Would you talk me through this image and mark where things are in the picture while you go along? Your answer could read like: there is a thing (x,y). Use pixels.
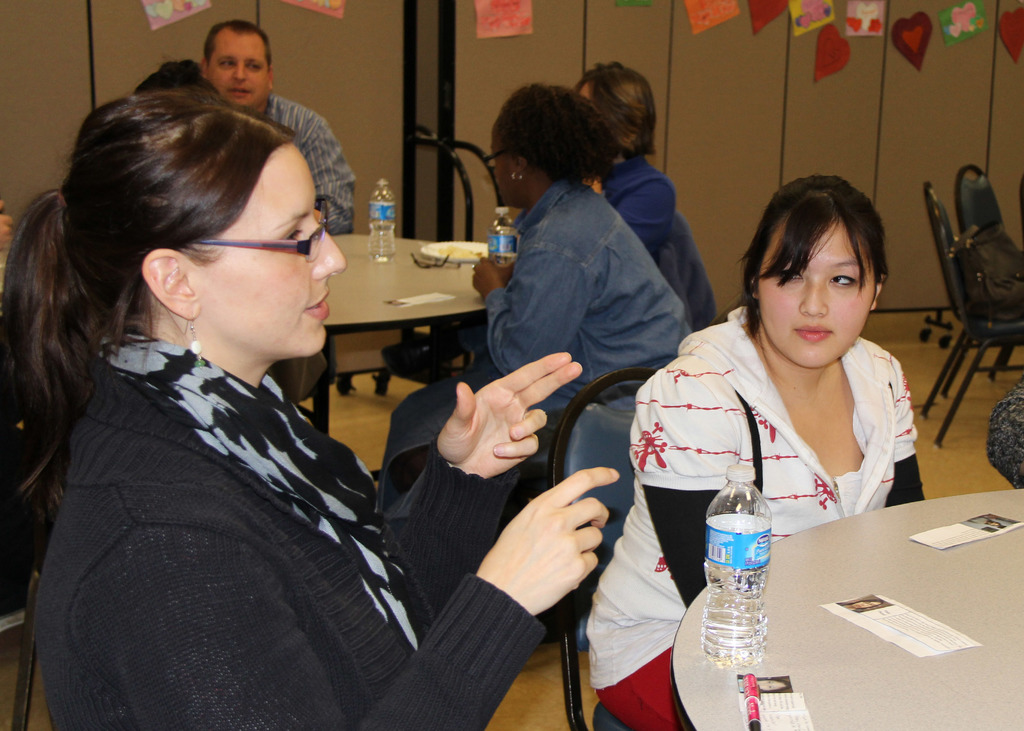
In this picture i can see right side (989,335) there are the some chairs (995,321) kept on the floor (961,429), on the table (907,596) there is a bottle (735,608) contain a water (715,623) near to the table (694,623) a woman (678,442) with white color t-shirt (722,423) sit on the chair (606,444). on the left side (179,501) a woman (137,543) with black color sweater (163,560) she is wearing spectacles (258,244) and back side of her four people (344,153) sit around the table (374,305). there are bottles (499,245) kept on the table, there is a plate (440,251) kept on the table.
